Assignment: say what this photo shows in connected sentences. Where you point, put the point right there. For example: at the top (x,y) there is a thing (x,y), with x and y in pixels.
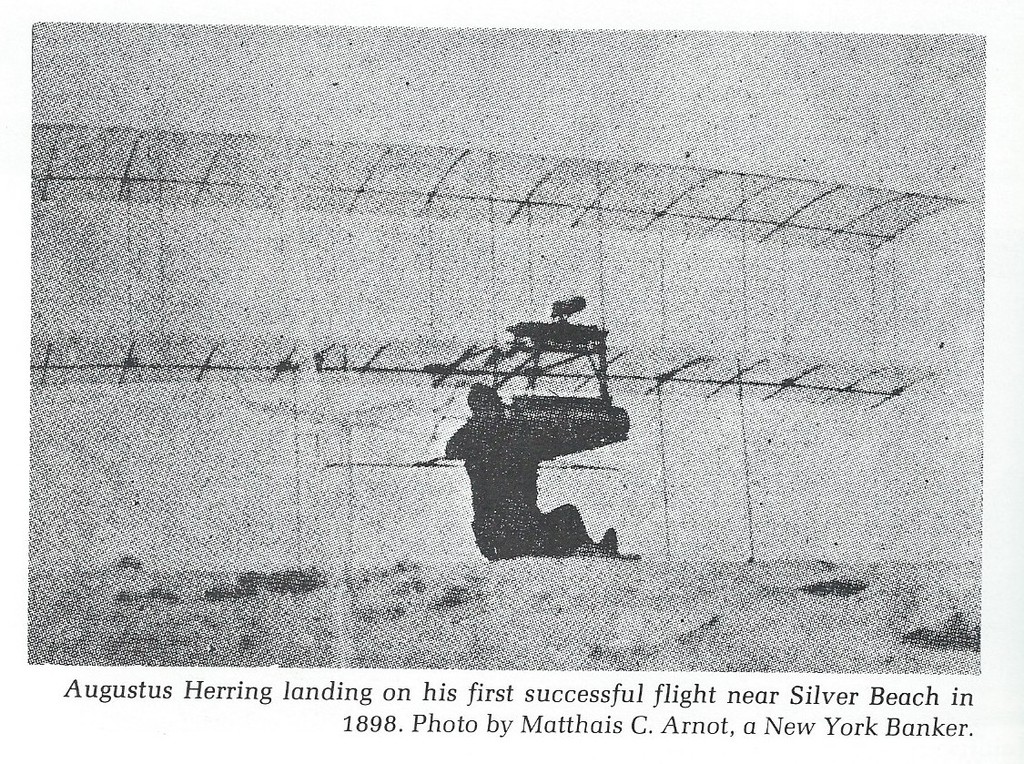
It might be an edited image in this image in the center (501,502) there is one person (513,427), at the bottom of the image (414,723) there is text (613,697) and there is white background (645,712).
